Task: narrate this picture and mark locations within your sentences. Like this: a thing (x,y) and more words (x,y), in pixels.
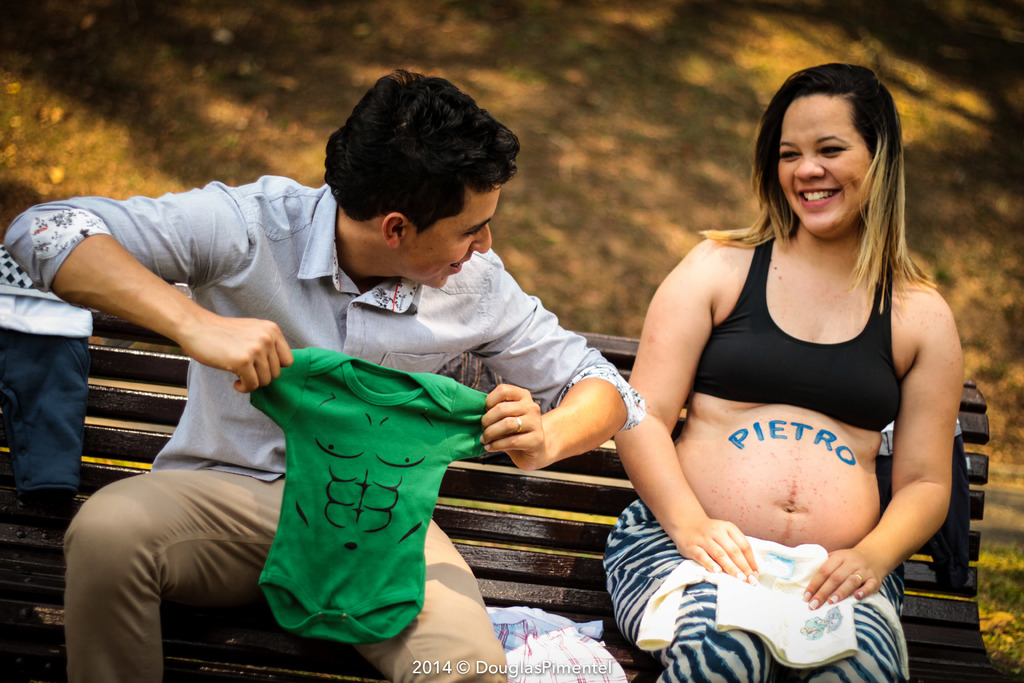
In this image I can see a person (271,273) wearing blue shirt (281,279) and pant (173,507) is sitting on a bench (126,459) holding a green colored cloth (380,492) in his hand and I can see a woman (729,517) is also sitting on a bench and holding a cloth (778,579) in her hand (750,578). On the bench (608,610) I can see few other objects (563,631). In the background (600,129) I can see the ground (612,151).
